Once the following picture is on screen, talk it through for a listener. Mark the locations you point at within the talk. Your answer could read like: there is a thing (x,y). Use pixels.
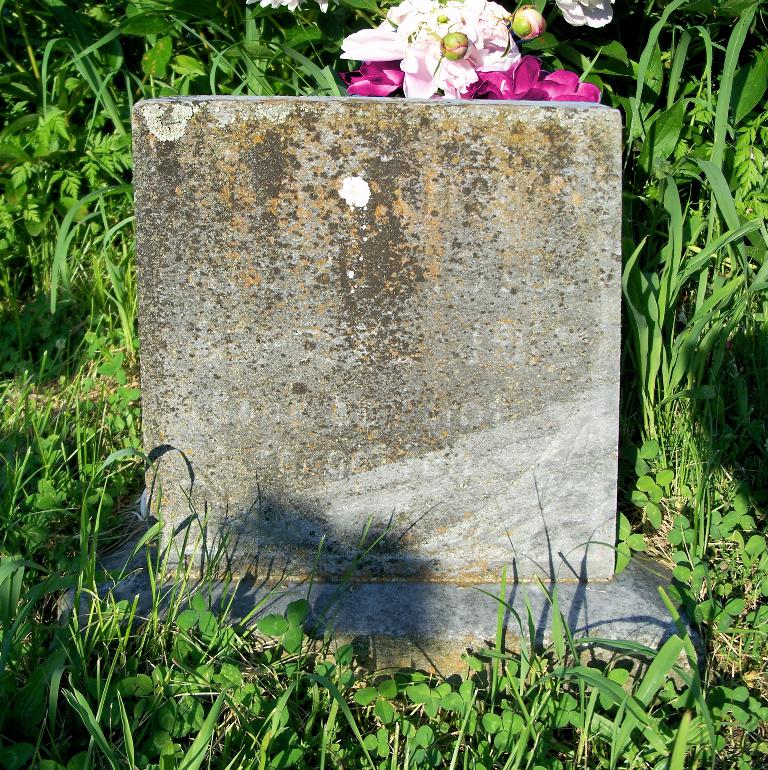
In this image I can see at the bottom (377,683) there is the grass (532,667), in the middle (496,398) it looks like a stone (467,365), at the top (483,46) there are flowers (490,52) on it.
